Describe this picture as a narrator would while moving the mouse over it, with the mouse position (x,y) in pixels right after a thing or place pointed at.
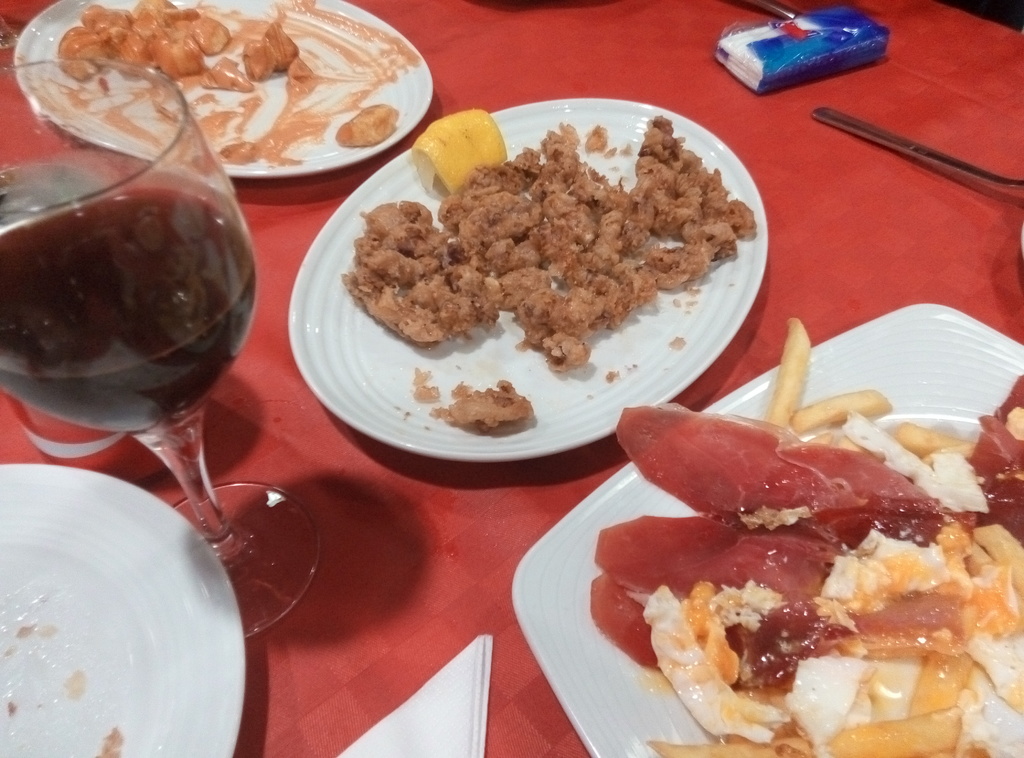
In this picture we can see plates (560,424) with food items (645,564) and a glass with drink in it and these all are placed on a platform (469,580).
